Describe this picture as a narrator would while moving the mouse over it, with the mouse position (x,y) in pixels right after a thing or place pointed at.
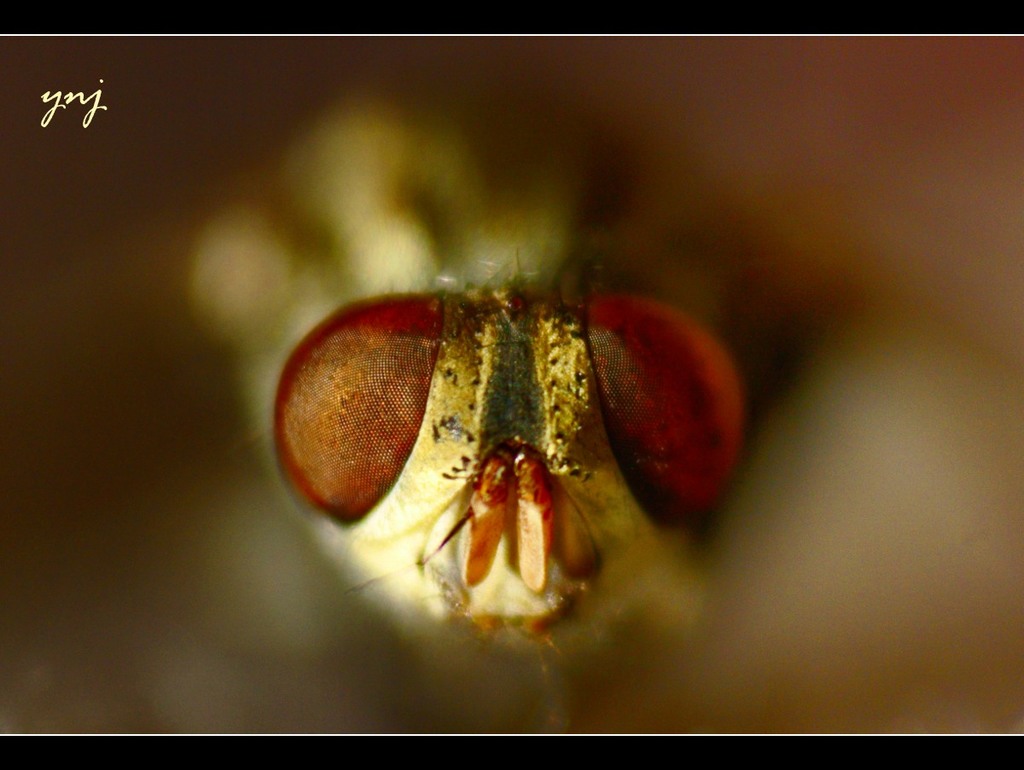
This is an insect (423,426).
